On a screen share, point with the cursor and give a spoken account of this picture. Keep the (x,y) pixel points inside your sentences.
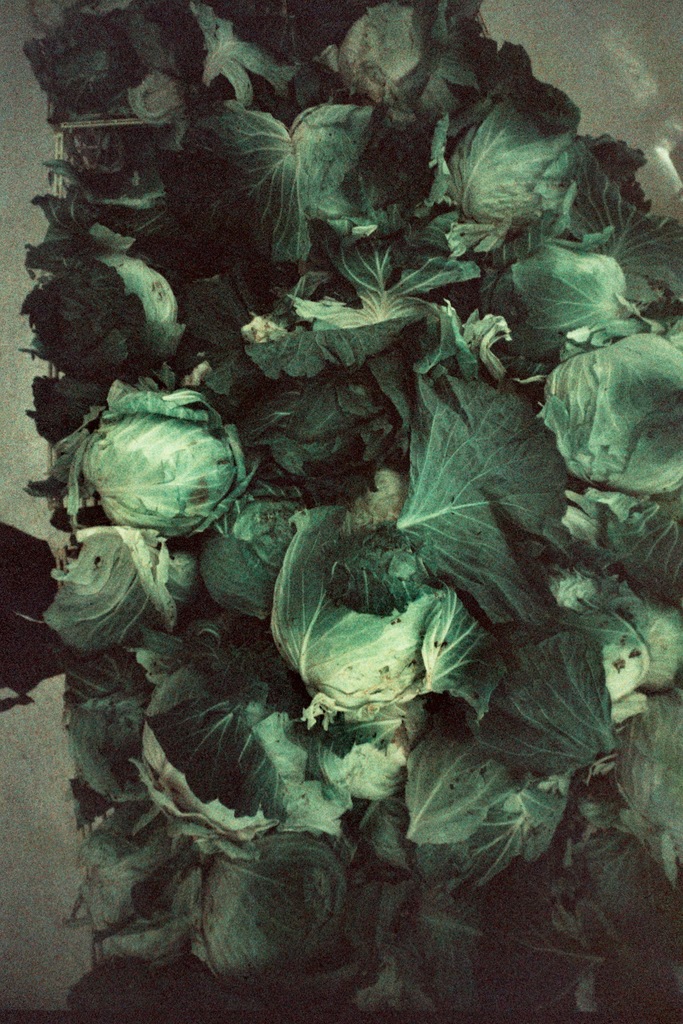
In this picture we can see cabbages (240,575) on an object (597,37).
